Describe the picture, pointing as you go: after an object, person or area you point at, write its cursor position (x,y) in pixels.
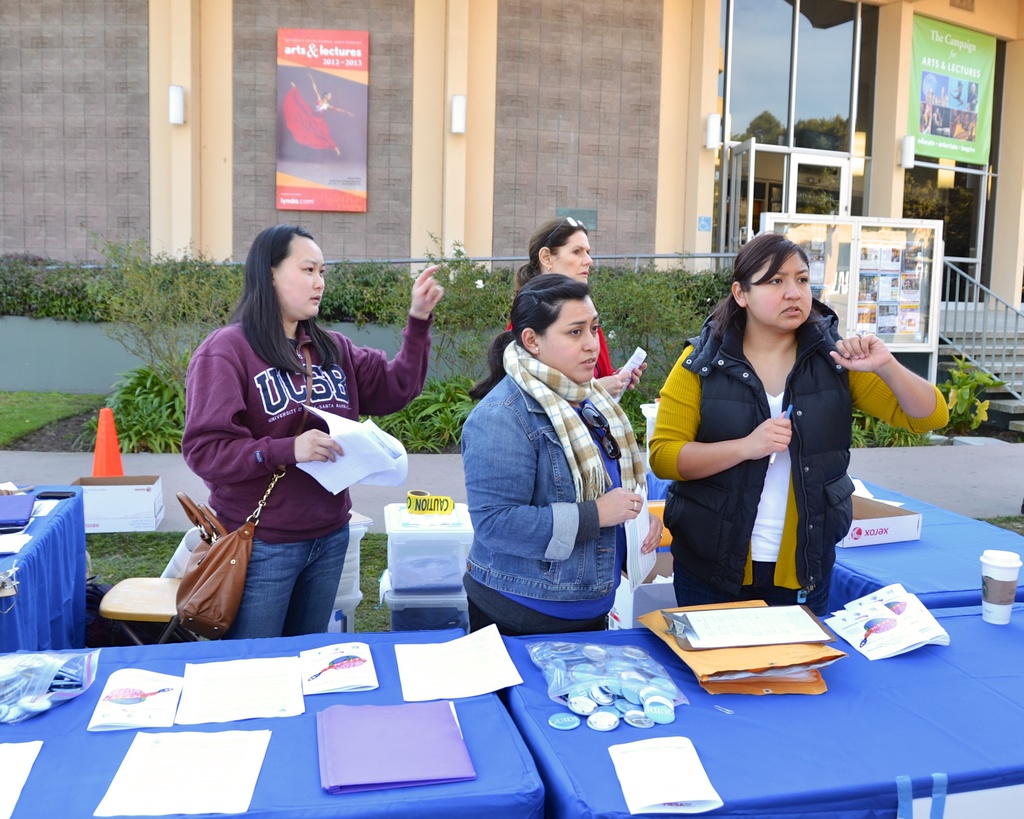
In this image few ladies (320,506) are standing. In front of them on table (575,700) there are paper (265,659), pouch (653,681), cup (1005,574). In the background (688,266) there is a building (673,266) and plants (389,266) are there.
